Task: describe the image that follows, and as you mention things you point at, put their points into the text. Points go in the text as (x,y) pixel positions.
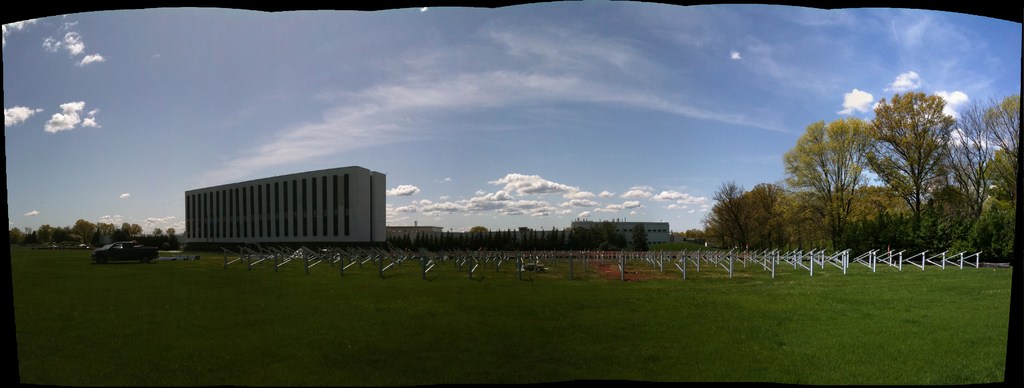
In this picture I can see the grass (202,358), on which there are many white color rods (274,266) and on the left side of this picture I can see a car (128,251). In the background (219,195) I can see few buildings (634,229) and number of trees (999,188) and I can also see the sky (493,108).
